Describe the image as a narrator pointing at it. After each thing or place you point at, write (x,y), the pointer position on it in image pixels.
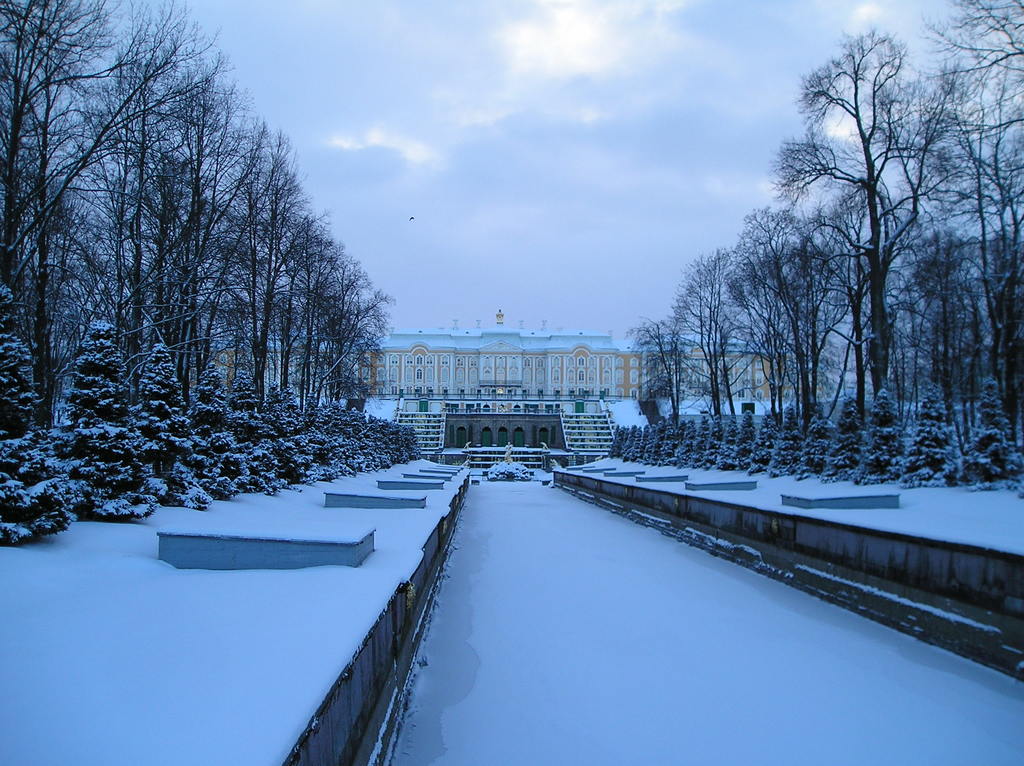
In this image there is a building (579,346), few trees (1007,279) and the ground (359,622) covered with snow (456,598), there are few clouds (554,129) in the sky (442,212).
